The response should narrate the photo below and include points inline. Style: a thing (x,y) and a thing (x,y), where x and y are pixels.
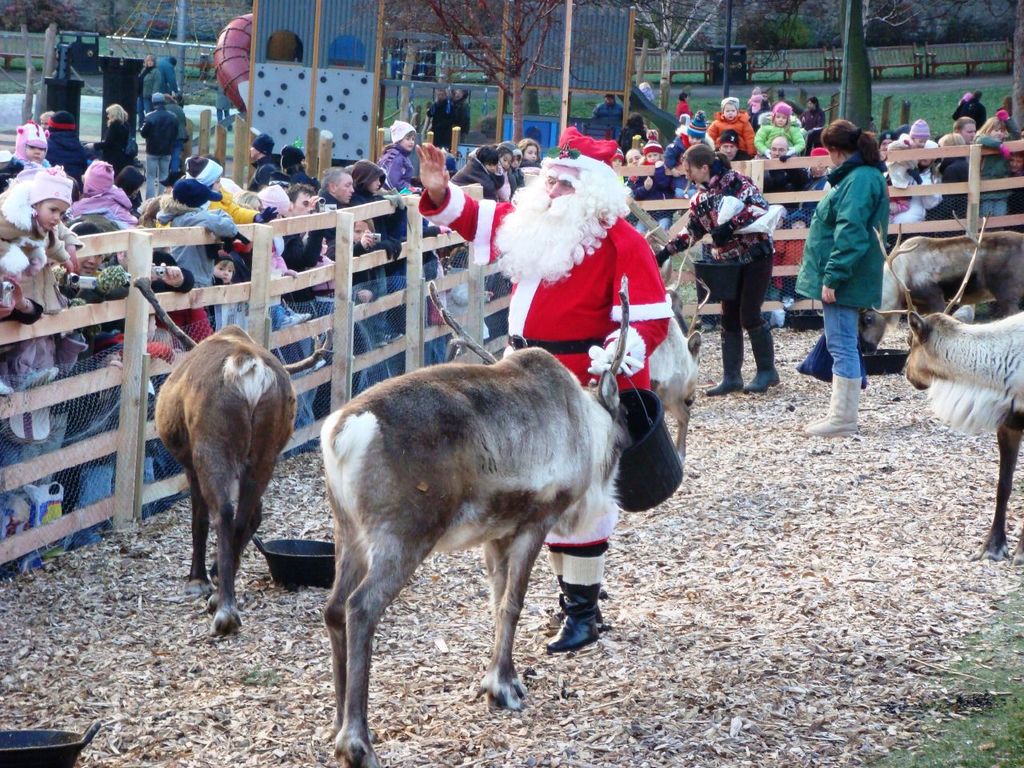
In this picture I can observe some animals (221,416). There are some people (631,276) near the animals (500,405). I can observe a wooden railing (263,320). Behind the railing (203,228) there are some people (212,187). I can observe men (581,141) and women (846,146) in this picture. In the background (512,47) there are trees (461,40).
